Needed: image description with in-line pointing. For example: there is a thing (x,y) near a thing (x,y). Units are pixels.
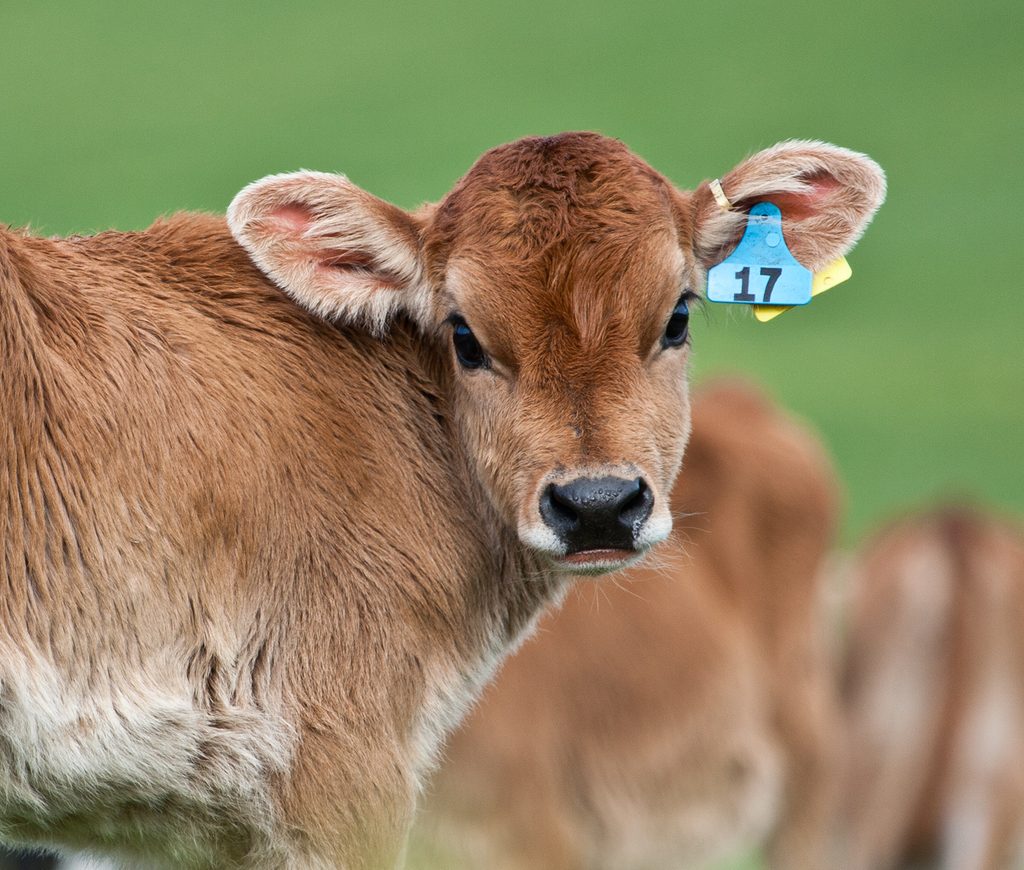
In the foreground of the picture (462,619) there is a calf (717,264) to its ears (809,253) there are some piercing (771,275). The background (825,307) is blurred.
